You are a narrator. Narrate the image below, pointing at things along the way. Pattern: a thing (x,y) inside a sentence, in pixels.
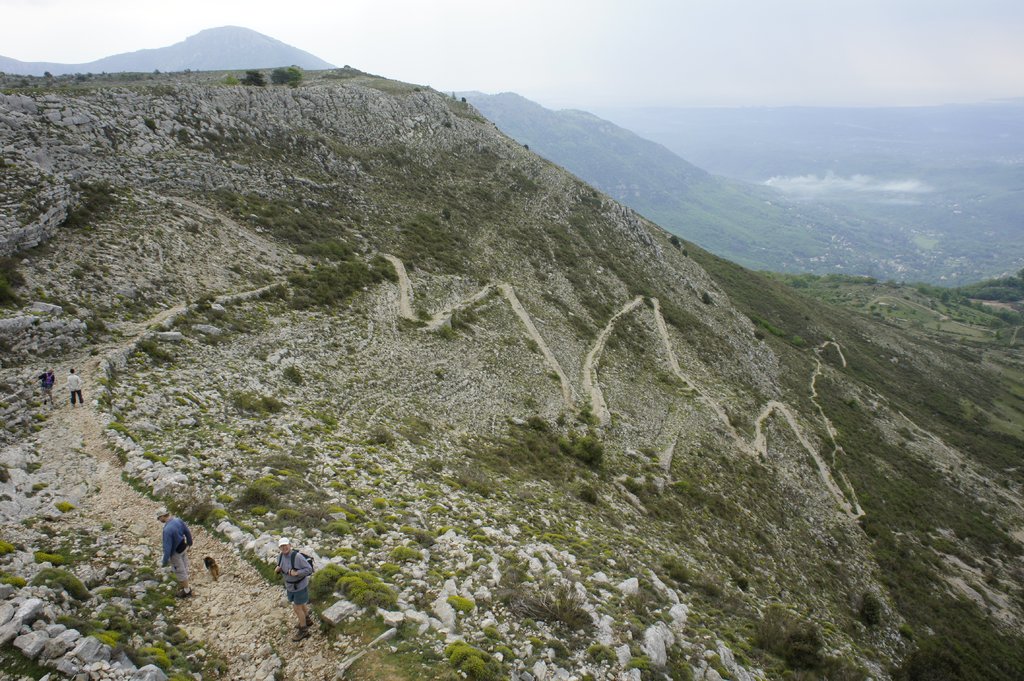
In this image, we can see hills (456,390) and there are some people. At the top (648,43), there is sky (591,42).
